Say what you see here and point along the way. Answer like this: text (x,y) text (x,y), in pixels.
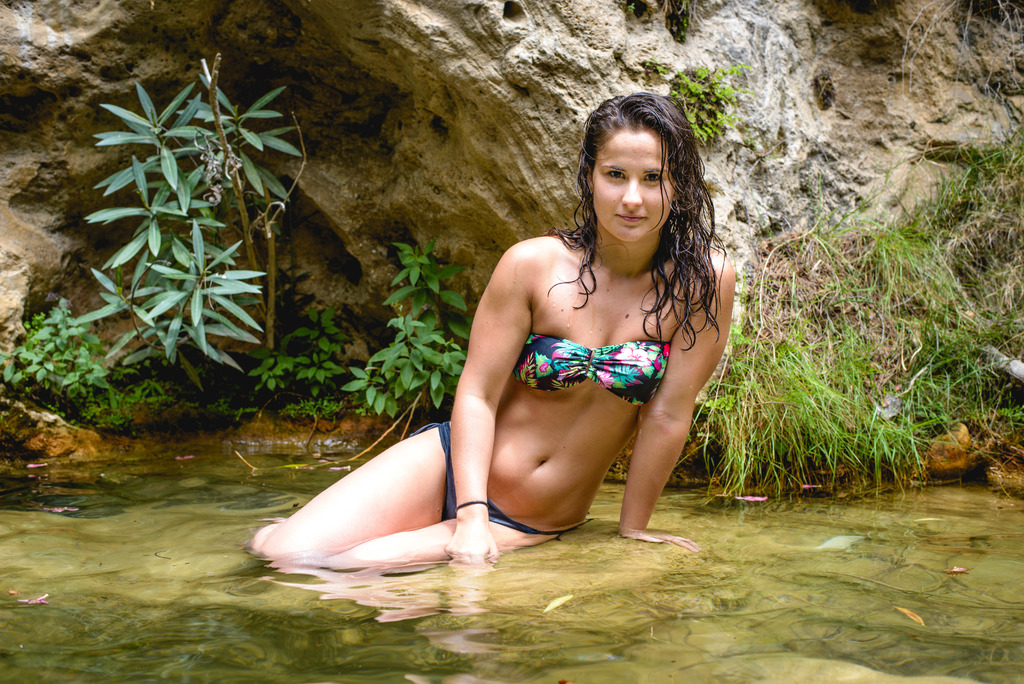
In this image we can see a woman (575,356) in the water (574,570). We can also see some plants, grass (943,424) and the rock (573,208).
